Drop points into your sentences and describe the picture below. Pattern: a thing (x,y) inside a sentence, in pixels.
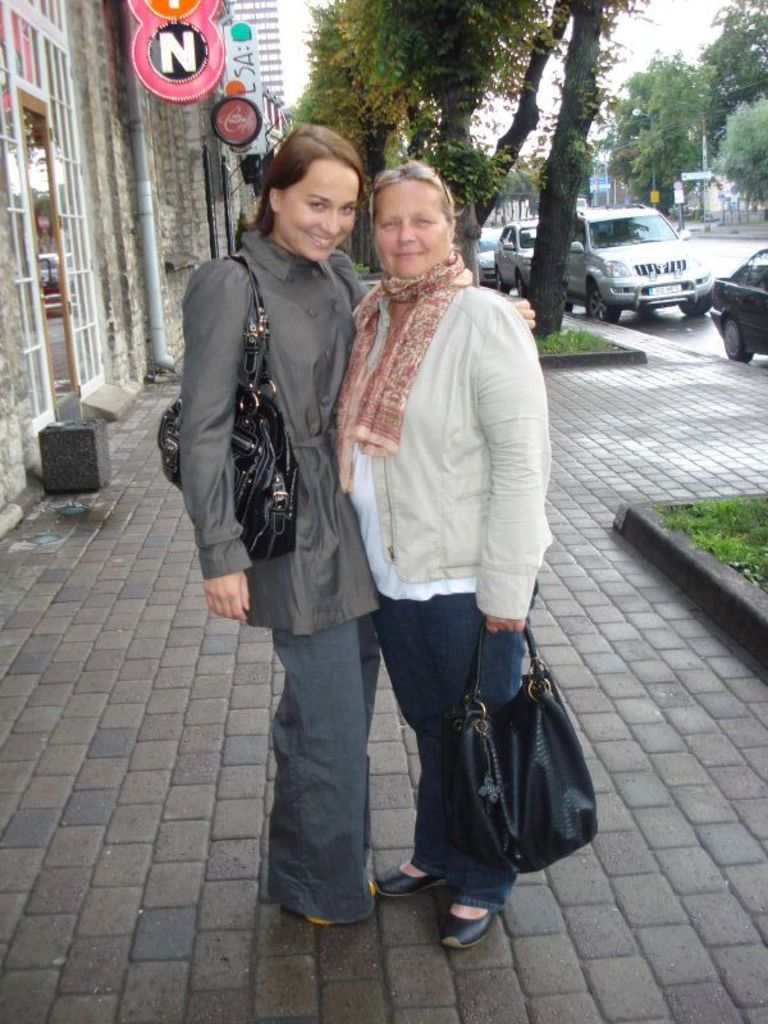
This is the picture of two women (440,306) They are both standing on a sidewalk (198,874), the left side woman (209,323) wears a bag (254,444) while the right side woman (388,424) holding a bag (507,750) in her hands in the background (196,141) we can see some buildings (94,150) hoardings (196,92), sign boards (220,39), trees (423,49) and cars (622,251).
